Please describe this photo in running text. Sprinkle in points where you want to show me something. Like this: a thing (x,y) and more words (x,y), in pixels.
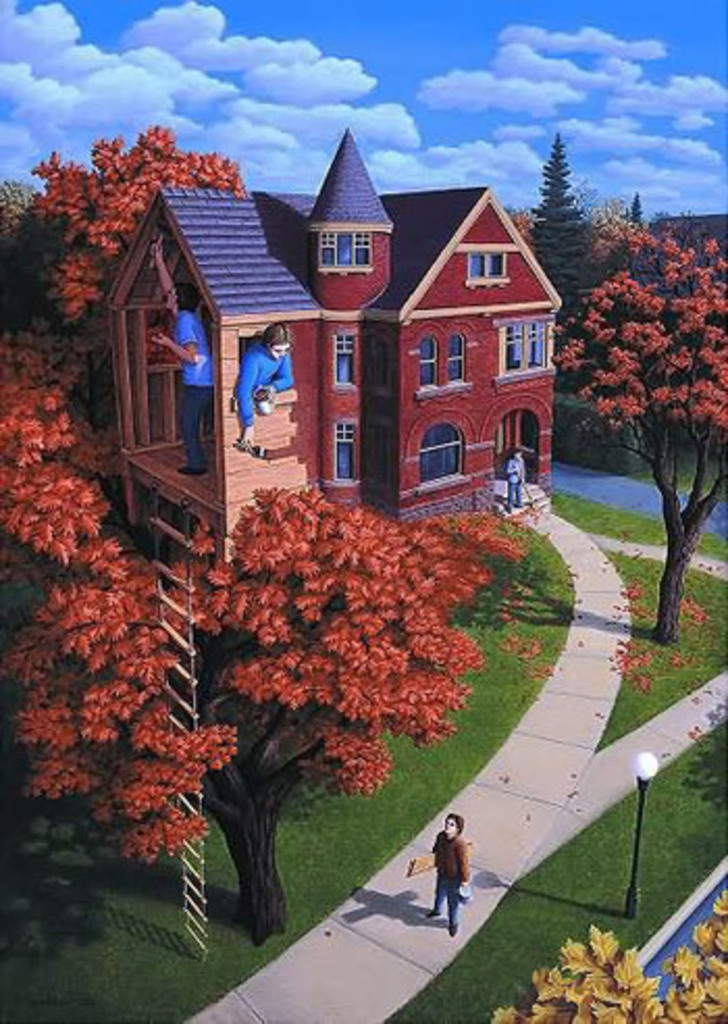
This is an animated image. In this image there is a house (344,410) and there is a person (519,454) standing on the stairs (533,494) and there is another person (435,858) standing on the path (421,886) and holding some objects (418,867), there are trees (354,727). On one of the trees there is a ladder (169,528) hanging from the building (169,466), there is a person (189,374) standing in the corridor (182,447) of a building (172,477), beside him there is another person (279,372) looking from the window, there is a street light (638,815). In the background (366,88) there is the sky (404,107).
